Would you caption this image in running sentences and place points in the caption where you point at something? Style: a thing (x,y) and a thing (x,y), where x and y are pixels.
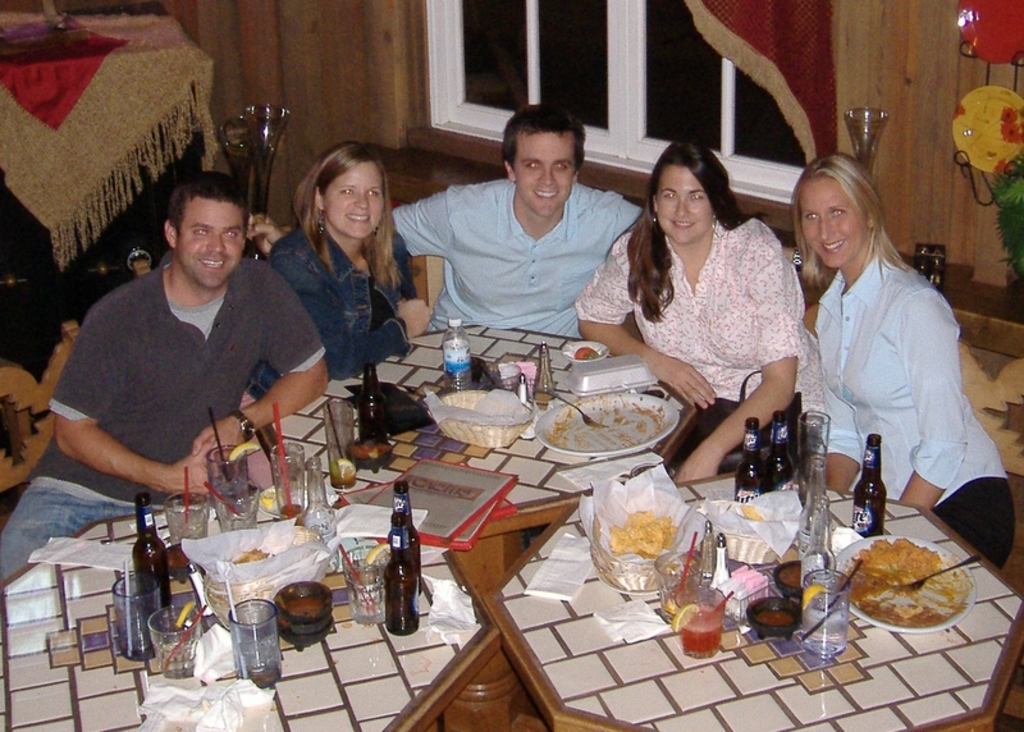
In this image there are a few people (560,251) sitting in front of the table (569,529), on the table (519,489) there are bottles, glasses (169,512), bowls (739,514) and some other food items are arranged. In the background (981,85) there is a wall (401,26) with a window (510,97). On the left side of the image (107,146) there is an object (137,55). On the right side of the image (1023,238) there is a plant (1004,178) with decoration (979,162).
